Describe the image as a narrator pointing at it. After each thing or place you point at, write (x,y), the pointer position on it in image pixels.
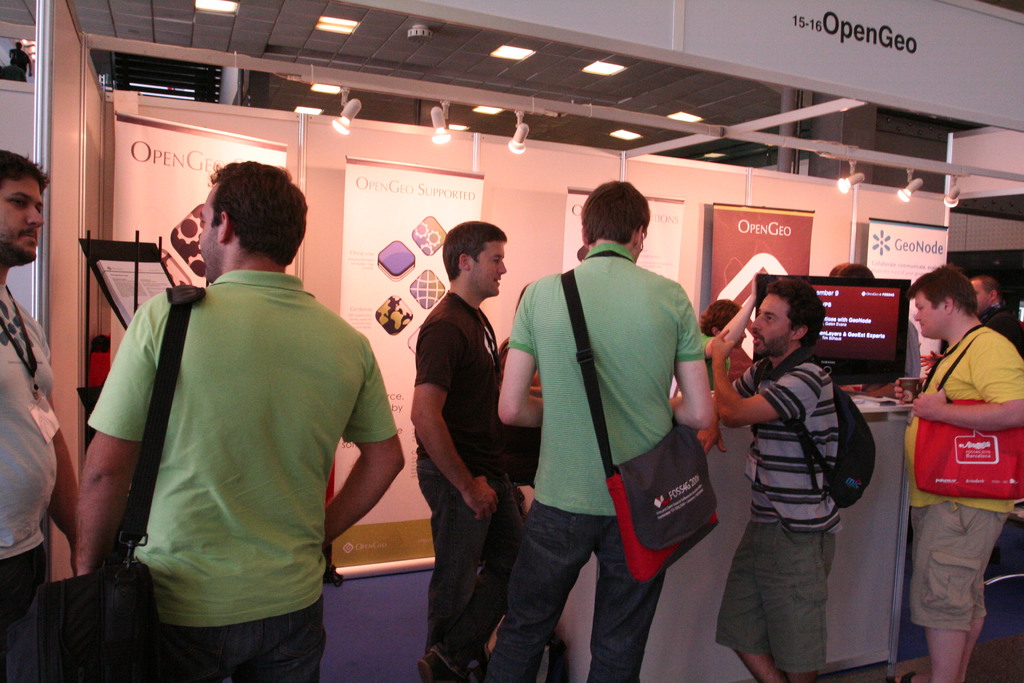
There are many people (305,349). Some are carrying bags (857,470). There is a platform (857,399). On that there is a computer (873,342). In the back (260,147) there is a wall (560,155) with banners (879,228). On the ceiling (251,20) there are lights (512,148).
